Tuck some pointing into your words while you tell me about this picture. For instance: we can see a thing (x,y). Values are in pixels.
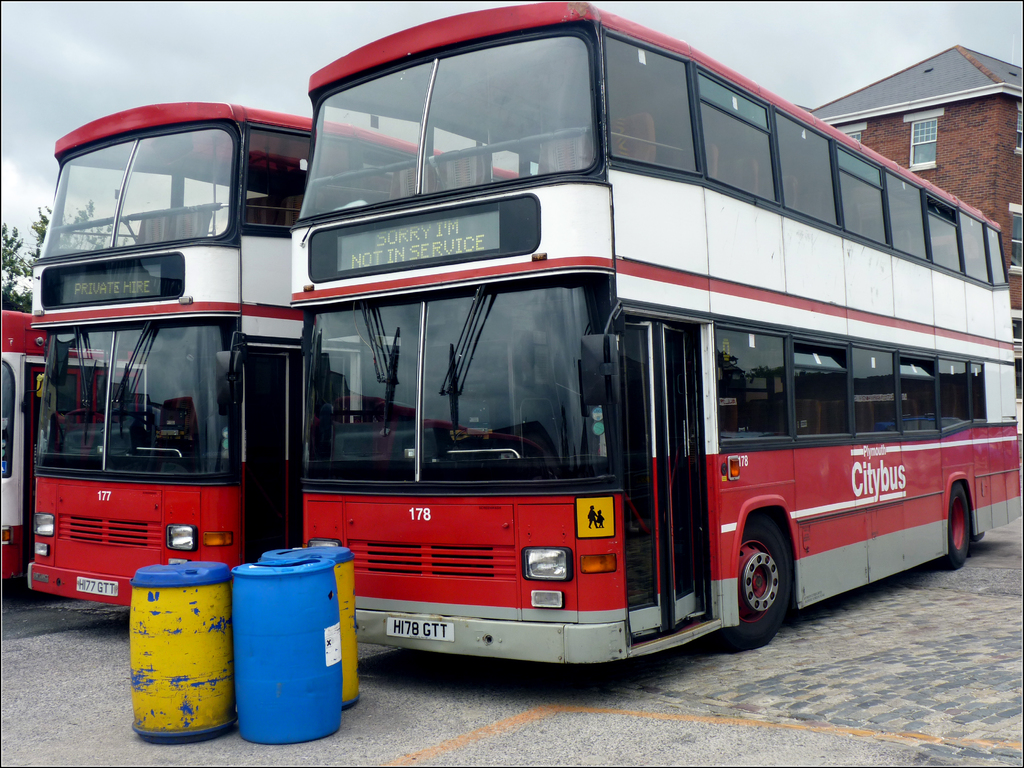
In this image, I can see two double-decker buses (389,325), which are red and white in color. There are three barrels (242,652) on the road (345,732). This is the building (940,152) with windows (923,147). At the left corner of the image (22,259), that looks like a tree (5,258). This is the sky (133,60).
